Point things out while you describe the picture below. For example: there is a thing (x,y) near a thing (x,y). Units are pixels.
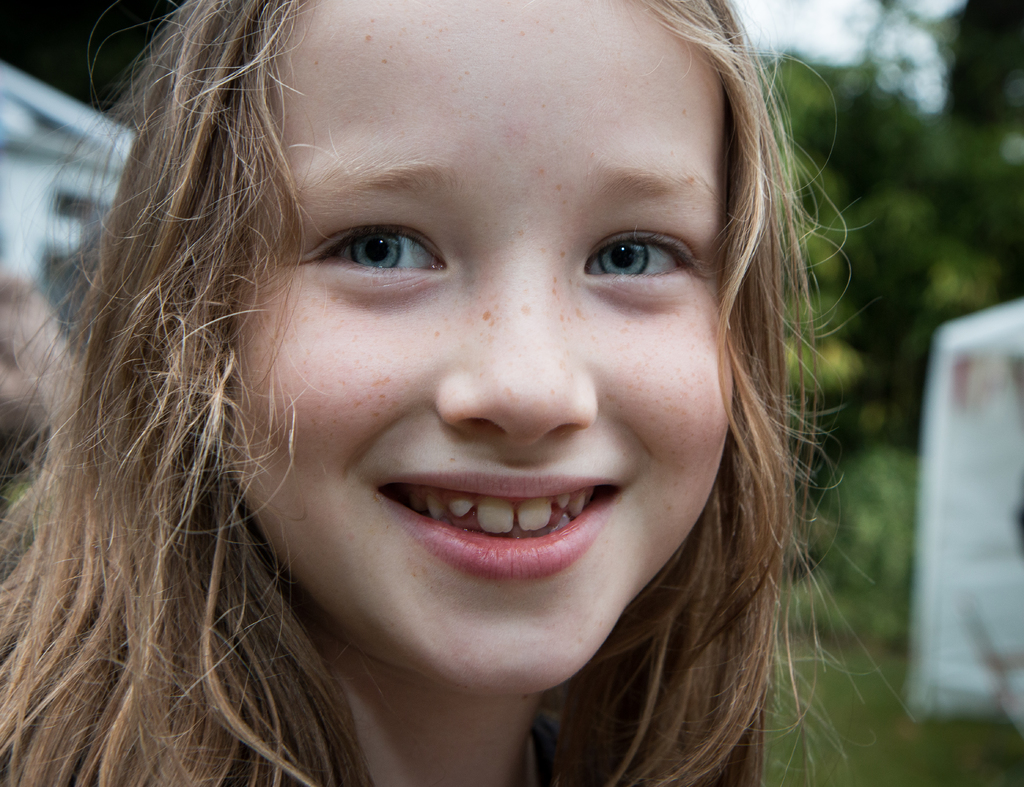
In this picture I can see there is a girl (248,687) and she is smiling, she has brown hair (140,576) and there are trees (838,371) in the backdrop (899,621) and it is blurred.
